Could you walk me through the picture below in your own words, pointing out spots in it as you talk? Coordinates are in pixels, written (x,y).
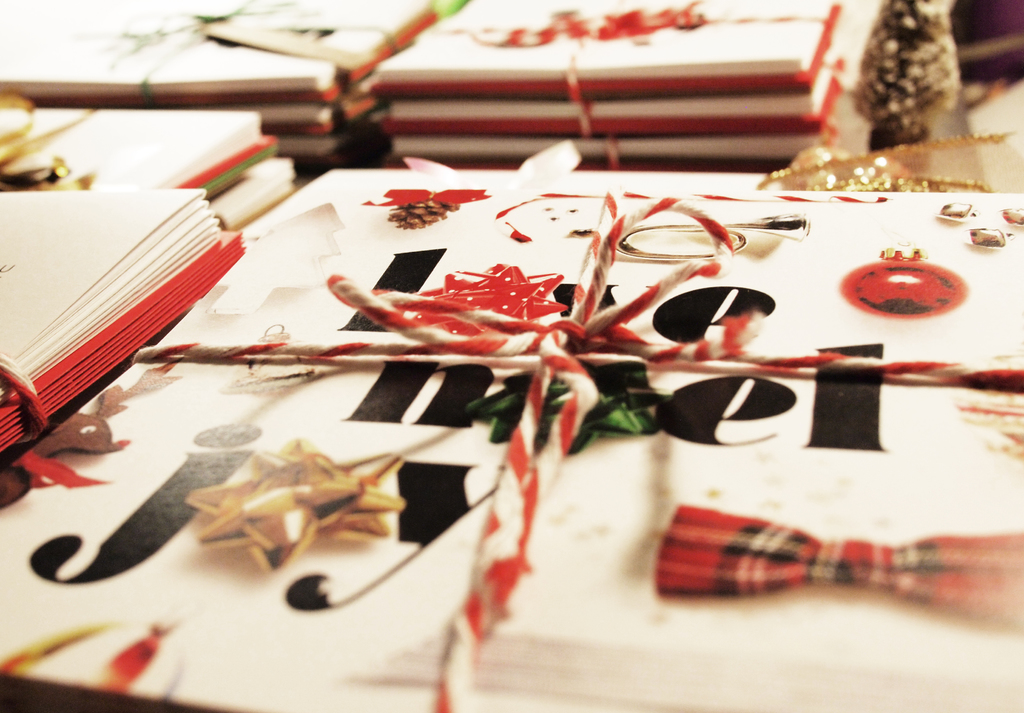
In the center of the image (588,266) we can see a few books (543,206) and a few other objects (530,176). And we can see books (623,142) are tied with the threads (588,122). And we can see some text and some decorative items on the front book (594,209).
